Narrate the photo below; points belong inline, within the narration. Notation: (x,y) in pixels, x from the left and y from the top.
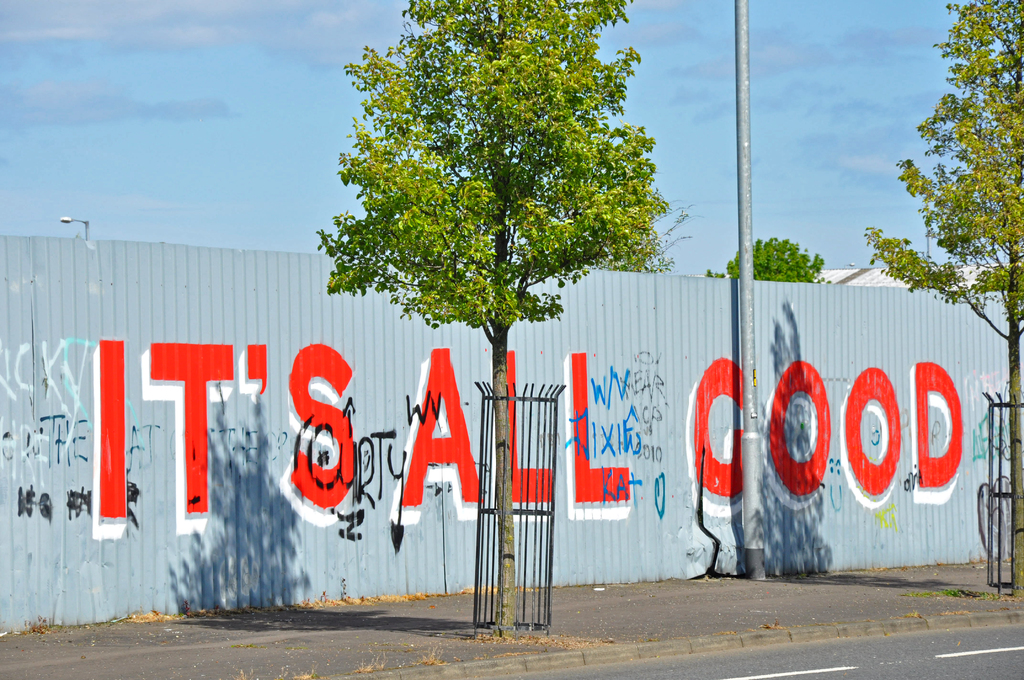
In the center of the image (494,229) there is a tree (424,310) in the fence (516,614) on the road (539,624). On the right side of the image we can see tree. At the bottom (956,628) there is a road (952,642). In the background (906,549) we can see wall (612,355), pole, trees (780,270), buildings (844,272), sky (274,165) and clouds (185,42).
